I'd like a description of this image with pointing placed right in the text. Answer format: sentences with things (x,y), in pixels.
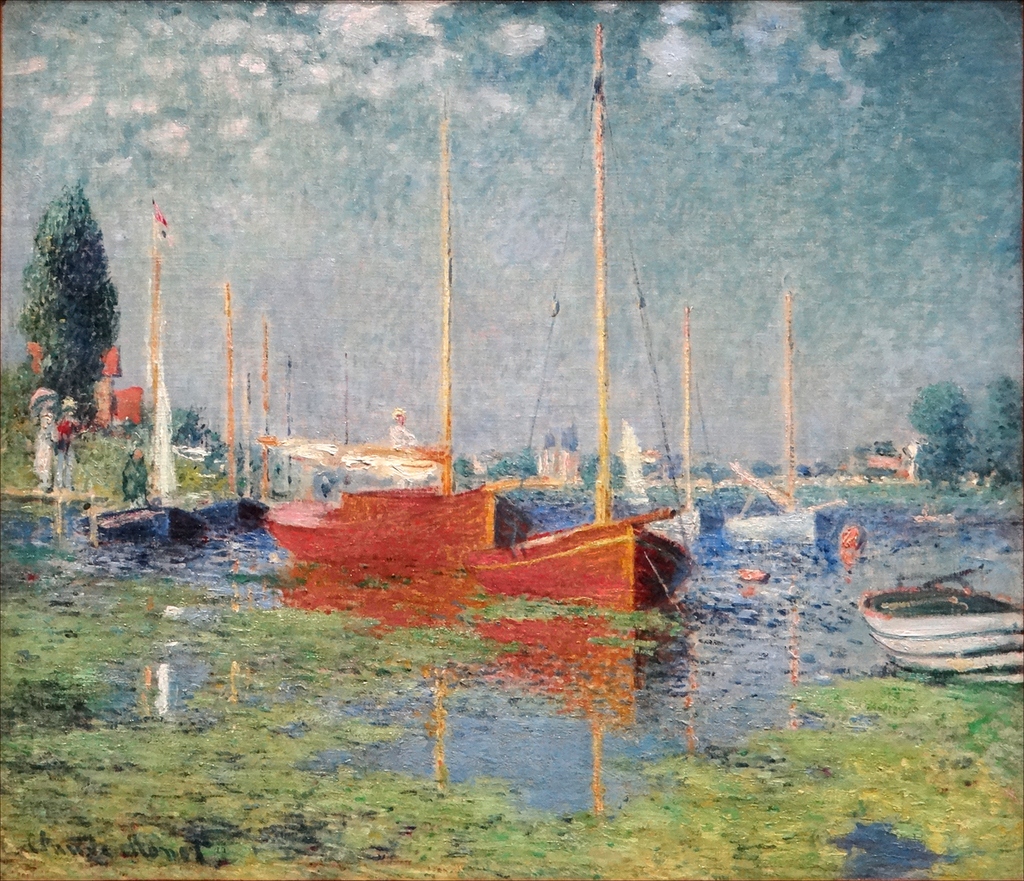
In the image there is a painting (710,442). At the bottom of the image (204,687) there is water (284,696). On the water (199,677) there are boats (352,540) with poles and also there are trees (33,289) in the background (948,455). In the background (16,311) there is sky (518,80).
